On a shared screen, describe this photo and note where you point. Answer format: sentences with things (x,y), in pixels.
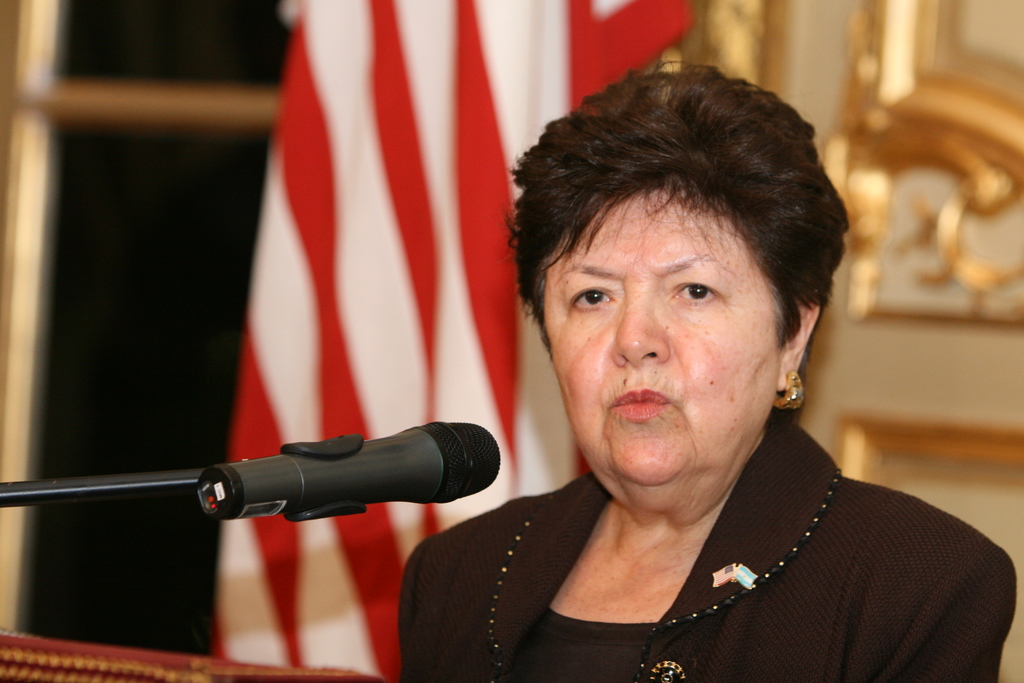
In this picture I can see a woman (620,410) in front of the mike (346,493), behind we can see a flag (295,266).
